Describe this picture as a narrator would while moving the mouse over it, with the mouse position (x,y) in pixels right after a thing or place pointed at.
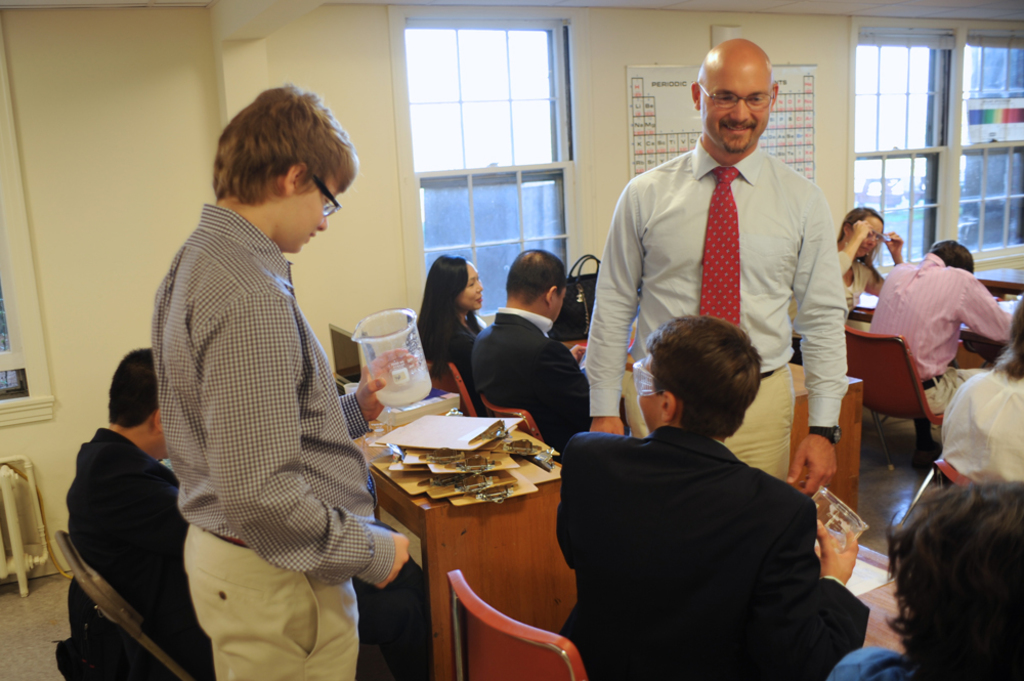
There are some persons (513,366) are sitting on the chairs (565,680). This is table (491,569). On the table (489,544) there are pads (415,481). Here we can see two persons (622,263) are standing on the floor (50,619). He is holding a jar (367,363) with his hand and he has spectacles (323,188). On the background (330,45) there is a wall (620,41) and this is window (521,140). These are the posters (795,116) and this is floor (53,638).
